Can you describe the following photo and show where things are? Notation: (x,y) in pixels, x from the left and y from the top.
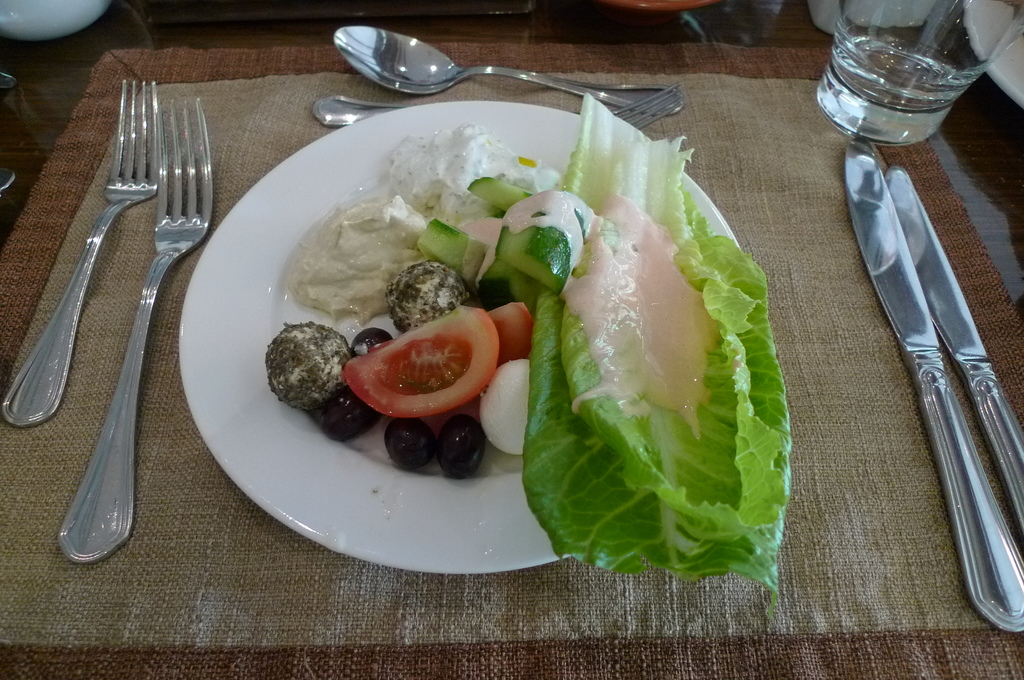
In this image I can see a white colour plate (476,274) and on it I can see different types of food (477,387). On the right side of this image (848,190) I can see a glass (885,141), two knives (886,307) and on the left side (170,226) I can see two forks (184,236). On the top side of this image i can see a spoon (587,90) and one more fork (669,100). I can also see few white colour things (40,33) on the both top corners of this image.
